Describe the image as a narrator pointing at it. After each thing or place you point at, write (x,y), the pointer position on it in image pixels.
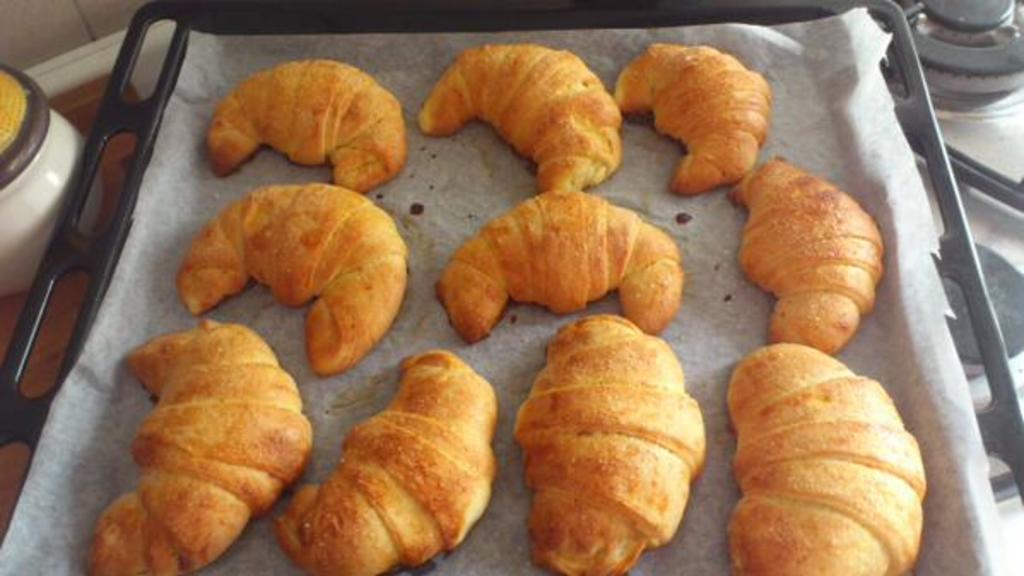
In this image we can see a food item (597,347) on the plate (531,377).
